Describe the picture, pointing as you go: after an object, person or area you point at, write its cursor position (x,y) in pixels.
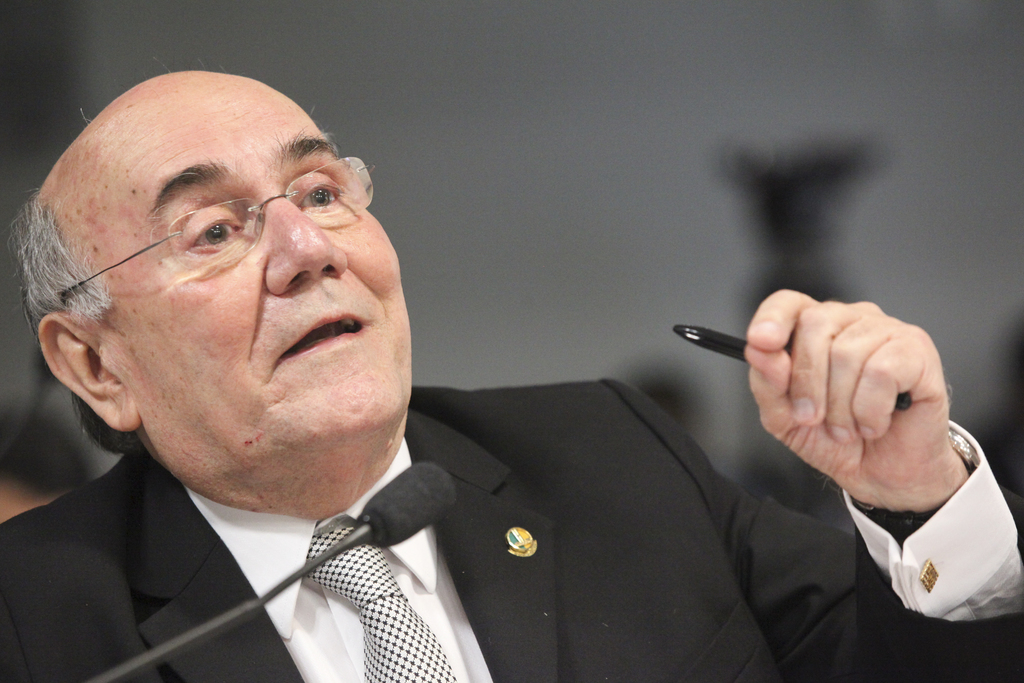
In this image in the foreground (378,337) there is one person (704,505) who is holding a pen (904,409) and talking, in front of him there is one mike (412,495). And in the background (547,152) there is a wall (950,242), and one person (31,470) and some object (799,202).
